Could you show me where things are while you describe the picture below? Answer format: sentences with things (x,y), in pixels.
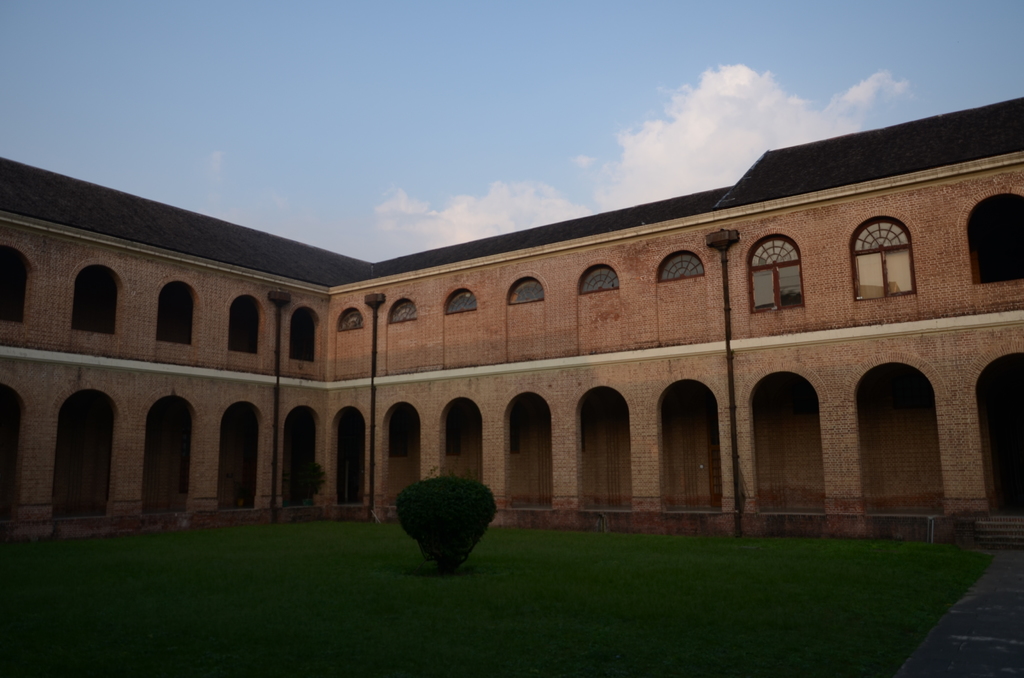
In this picture we can see the grass (447,605), plant (449,563), building (365,439) with windows (885,266), pipes (371,411) and in the background (312,129) we can see the sky (695,93) with clouds (690,145).
